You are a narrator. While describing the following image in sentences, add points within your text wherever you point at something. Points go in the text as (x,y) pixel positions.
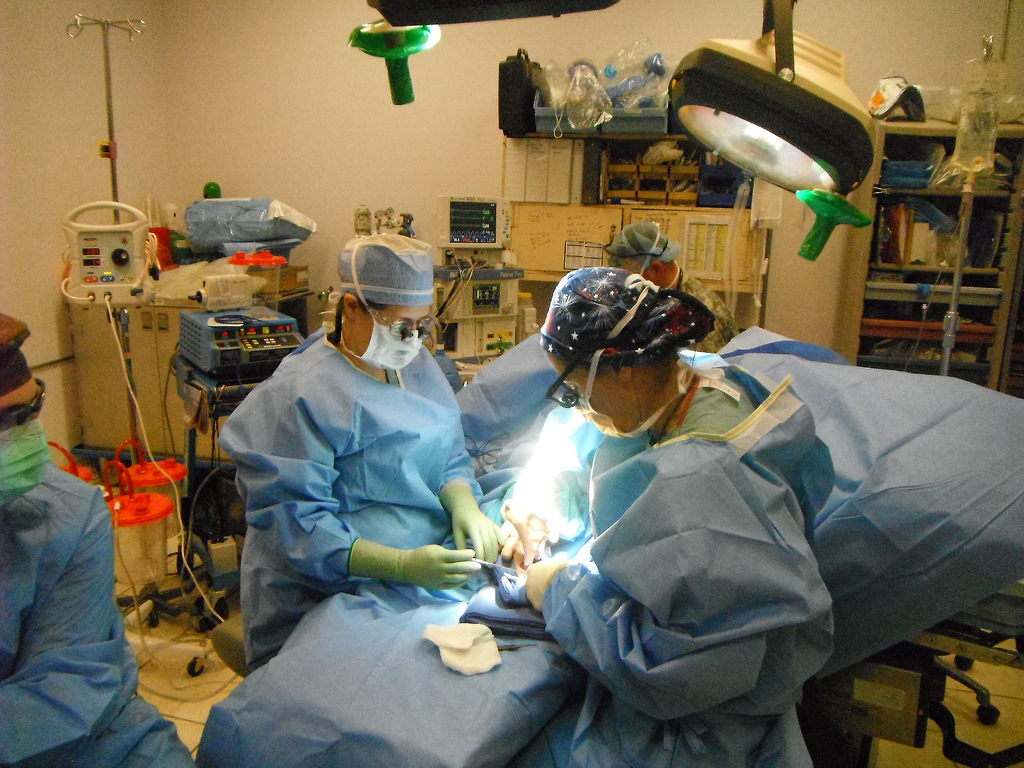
In this image, I can see a group of people (407,529). At the top of the image (734,92), there are surgical lights (694,83). In the background (109,466), I can see the equipments (239,332), a rack (936,323), a wall (798,209) and few other objects (164,421).
